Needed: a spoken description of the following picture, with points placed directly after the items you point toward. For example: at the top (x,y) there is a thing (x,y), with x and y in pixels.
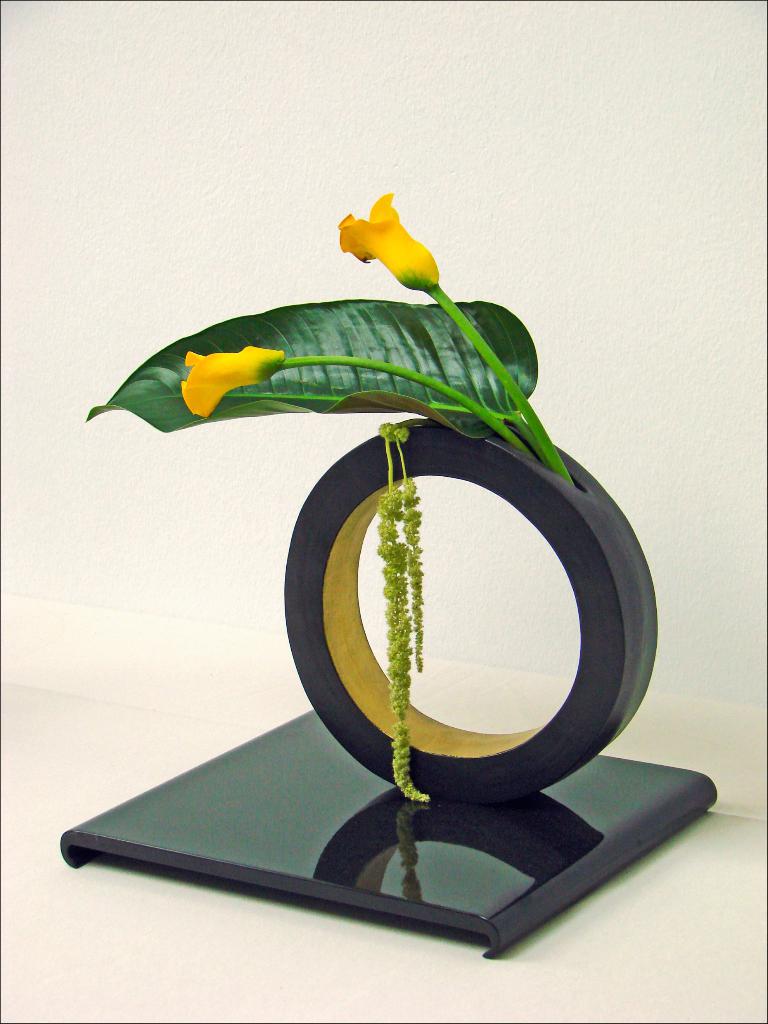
The picture consists of a memento (567,887), on the memento (359,536) there are flowers (471,396) and leaf (436,345). The object (294,734) is on a white surface (50,845).
